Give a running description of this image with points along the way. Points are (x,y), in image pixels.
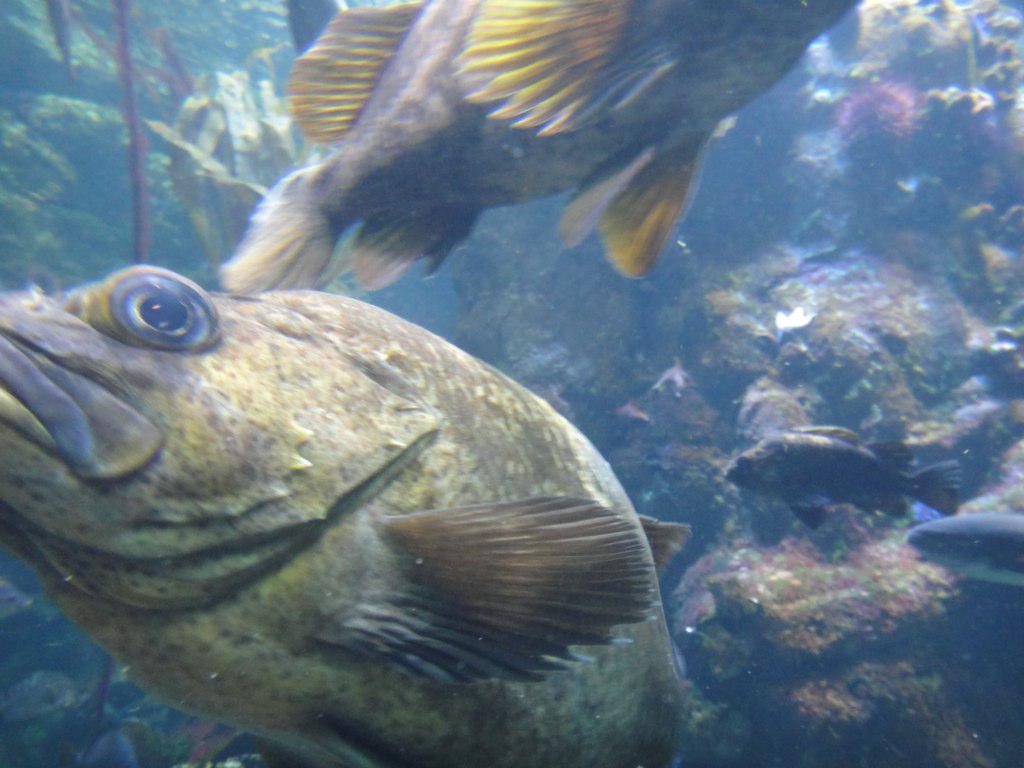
The picture is taken inside the water (5,212). In this picture there are fishes (602,65). In the background (827,175) there are water objects (892,111), plants (176,136) and rock (834,329).
